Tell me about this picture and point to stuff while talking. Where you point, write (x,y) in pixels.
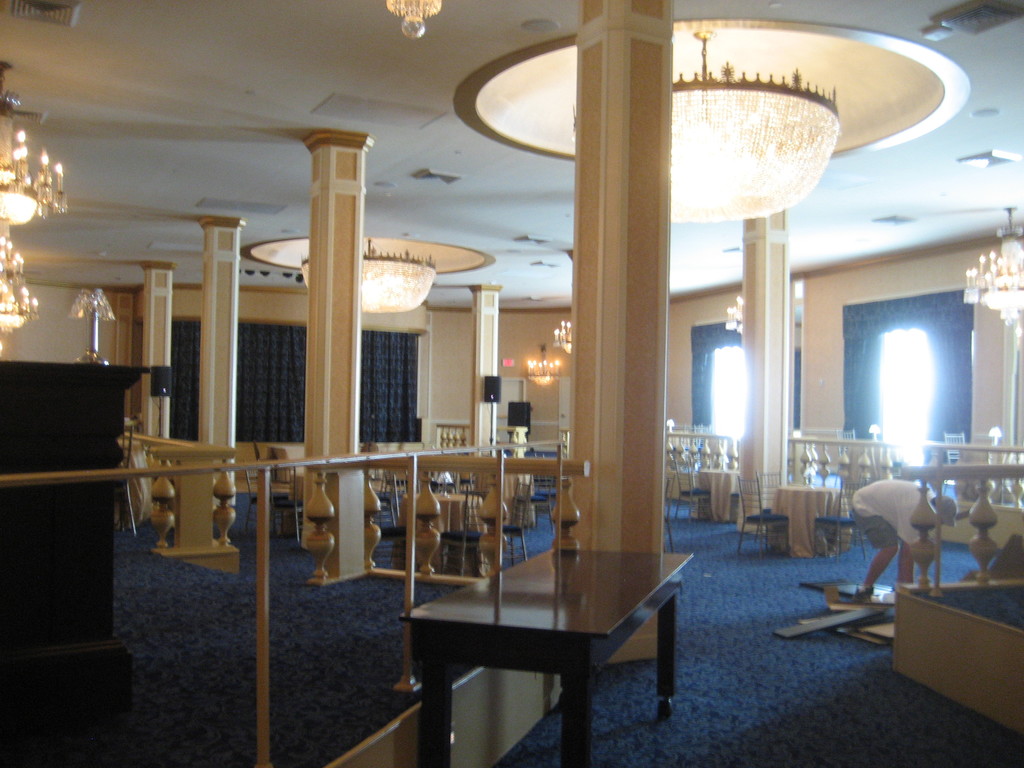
In the middle of the image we can see some tables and chairs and a person (896,483) is standing. Behind them we can see some pillars (146,275). At the top of the image (86,255) we can see ceiling (956,181) and lights (733,94). Behind the pillars (656,313) we can see wall (446,319), on the wall (465,316) we can see some windows (727,351) and curtains (952,316).
